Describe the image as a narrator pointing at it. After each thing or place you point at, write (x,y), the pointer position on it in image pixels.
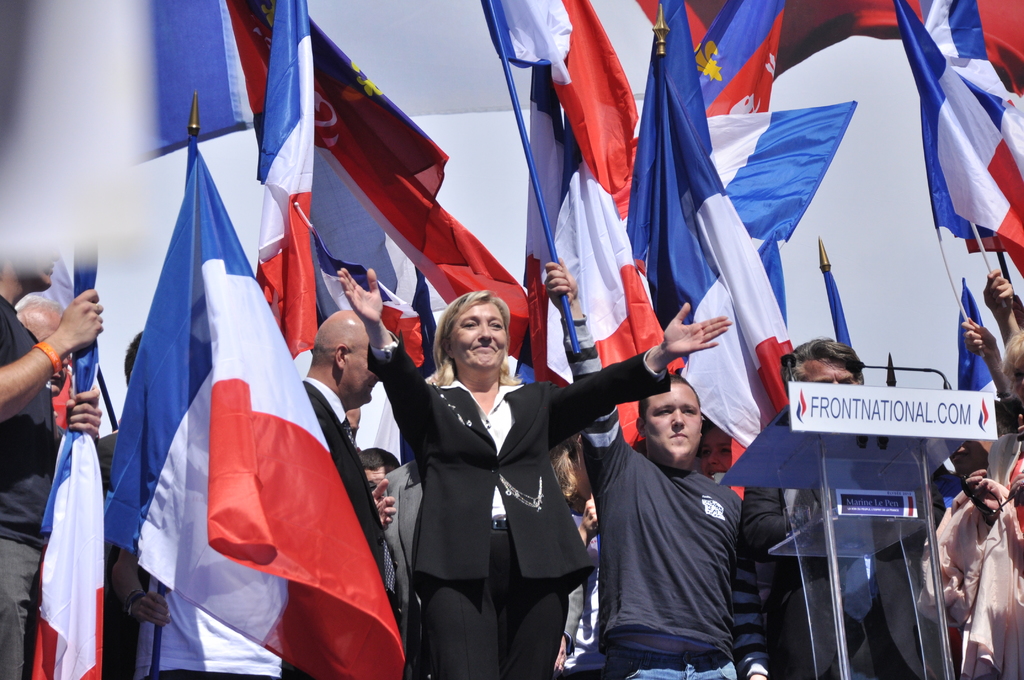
In the center of the image (418,408) we can see a lady (415,550) is standing and wearing a suit (470,405). On the right side of the image (892,448) we can see a podium (864,505). On the podium (927,424), we can see a mic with stand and board (896,430). In the background of the image (382,559) we can see the wall (430,74) and some people (952,548) are standing and some of them are holding the flags (964,34). At the top of the image (409,9) we can see the sky (365,21).
